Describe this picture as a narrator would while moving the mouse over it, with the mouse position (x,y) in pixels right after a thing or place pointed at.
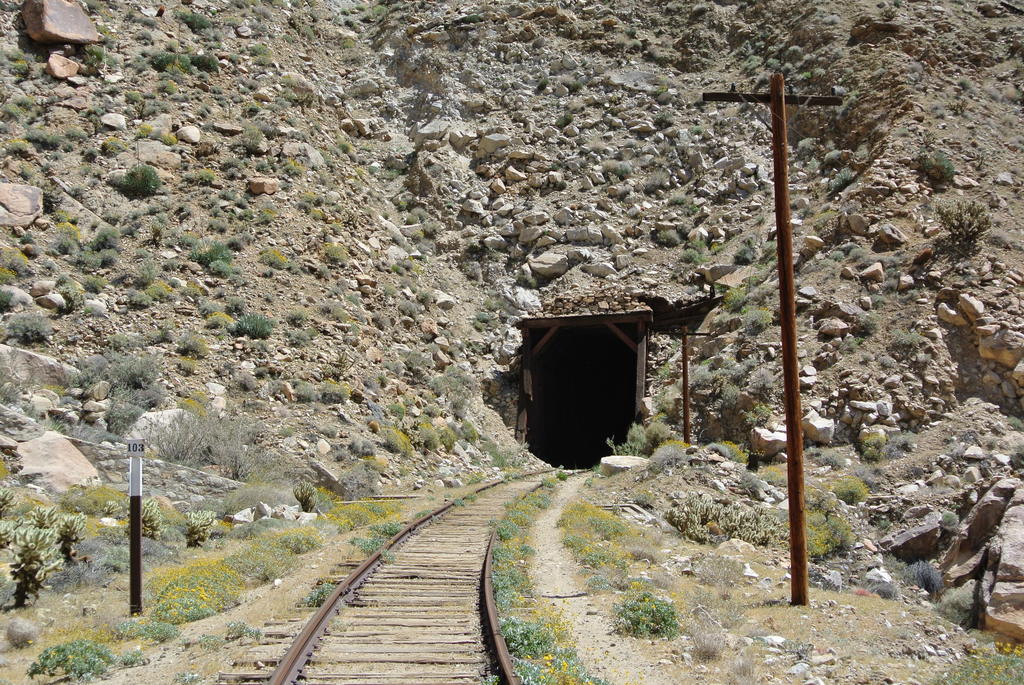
In the center of the image (531,444) we can see a tunnel (554,442). At the bottom (443,679) there is a railway track (440,516). On the right (844,100) there is a pole (797,590). In the background (816,321) there are rocks (695,151) and we can see grass (85,628) and shrubs (129,180).
